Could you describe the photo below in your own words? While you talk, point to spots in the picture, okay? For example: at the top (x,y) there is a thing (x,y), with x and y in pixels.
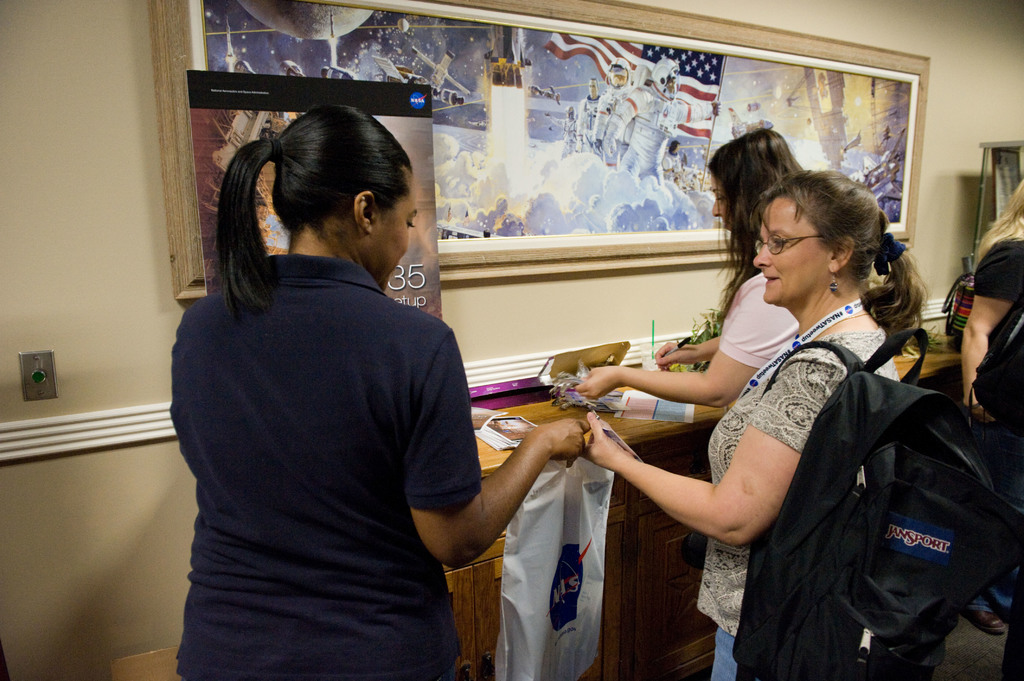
This image is taken indoors. In the background (712,221) there is a wall (195,507) with a picture frame (660,71) on it. There is a banner (426,157) with a text (419,289) on it. There is a table (615,422) with a few things (643,401) on it. On the left side of the image (302,338) a woman (366,429) is standing and she is holding a cover (539,527) in her hand (549,444). On the right side of the image (986,268) there are a few people (1003,306). In the middle of the image (644,385) two women (804,436) are standing a woman (757,336) is holding a pen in her hand (668,361) and writing. A woman (822,223) is holding a cover (591,553) and she has worn a backpack (860,467).
